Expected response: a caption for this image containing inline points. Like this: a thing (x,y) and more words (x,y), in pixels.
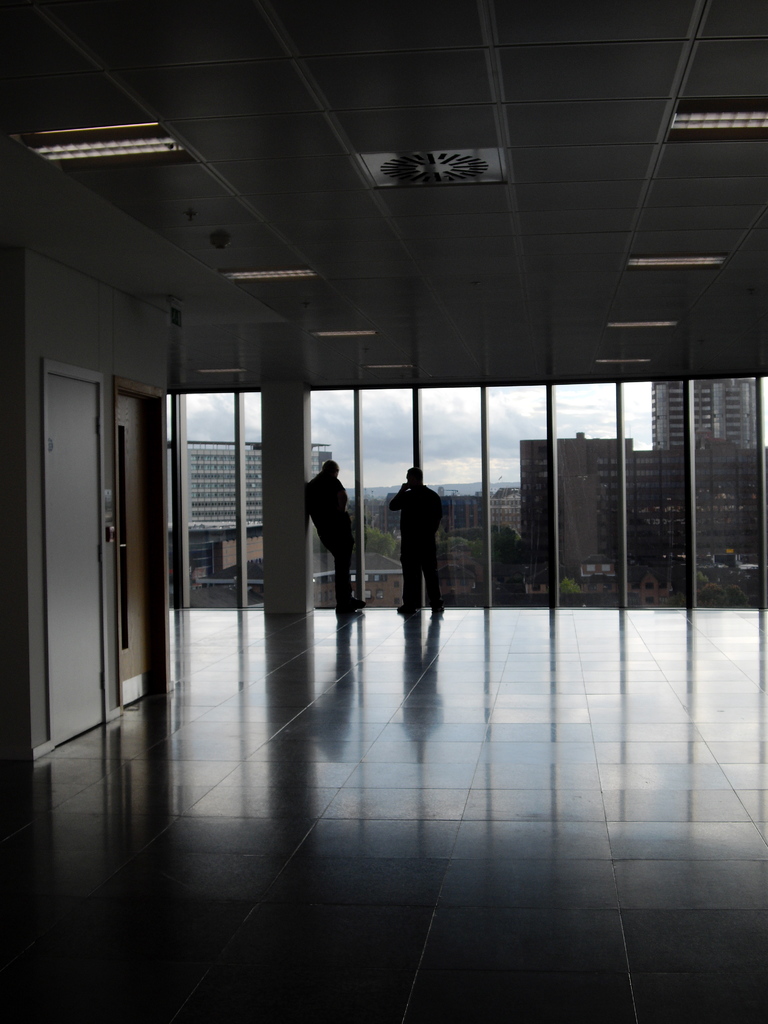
This picture is clicked inside the room (449,771). In the center (328,509) we can see the two persons (329,519) standing on the ground (392,638). On the left (56,513) we can see the doors (92,543). At the top (321,272) there is a roof (349,323) and the ceiling lights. In the background (471,433) we can see the outside view (449,413) and we can see the sky (628,420), buildings (715,404), trees (701,600) and many other objects (729,566).
